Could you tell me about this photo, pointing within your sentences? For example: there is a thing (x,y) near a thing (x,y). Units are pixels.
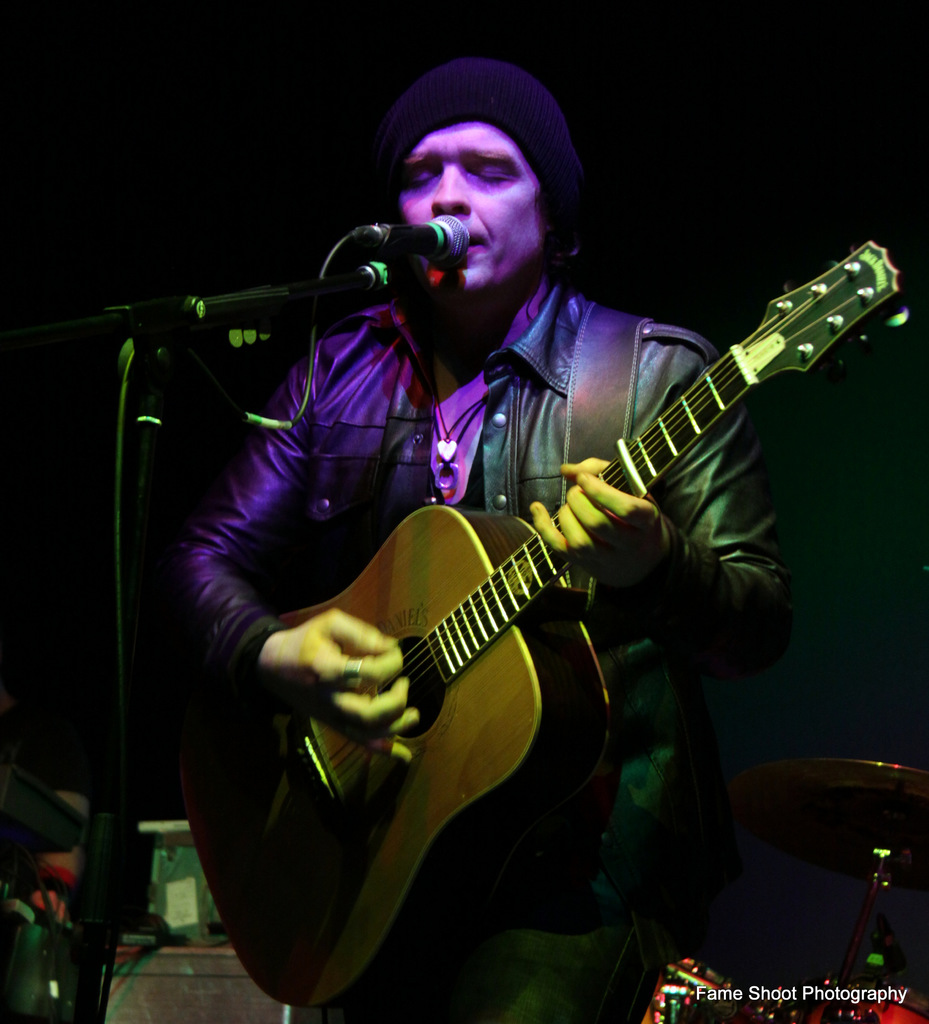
In this picture one person (498,296) is standing and he is playing a guitar (283,909) with the help of microphone (460,228) he is singing a song.
